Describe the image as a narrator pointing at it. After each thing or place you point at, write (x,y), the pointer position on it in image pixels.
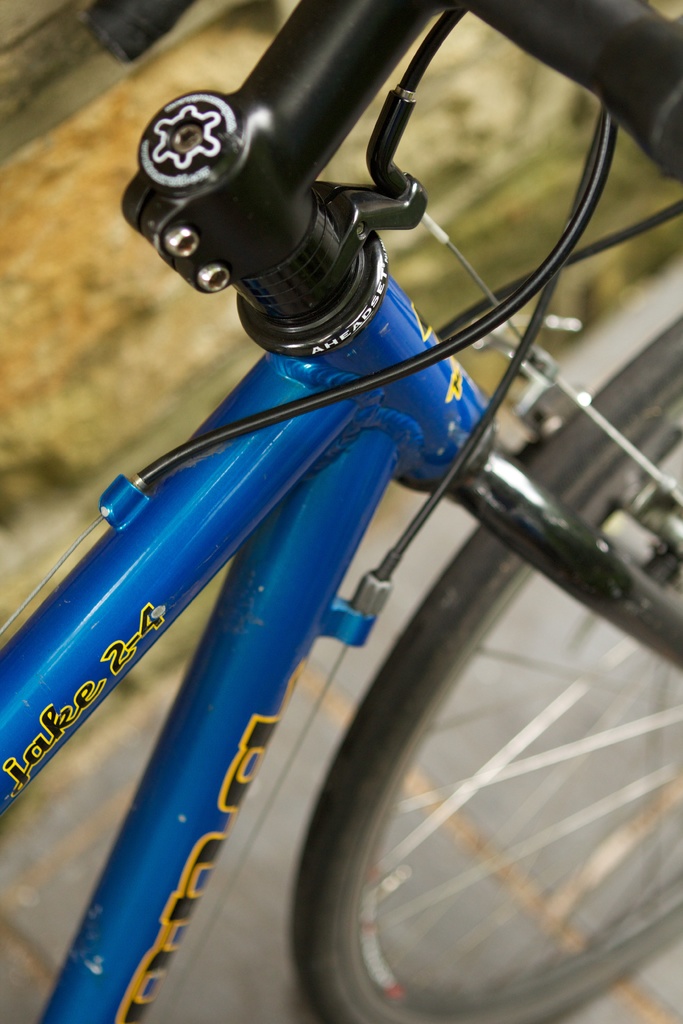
This image is taken outdoors. In the middle of the image (340,382) a bicycle (296,288) is parked on the road (526,936).
